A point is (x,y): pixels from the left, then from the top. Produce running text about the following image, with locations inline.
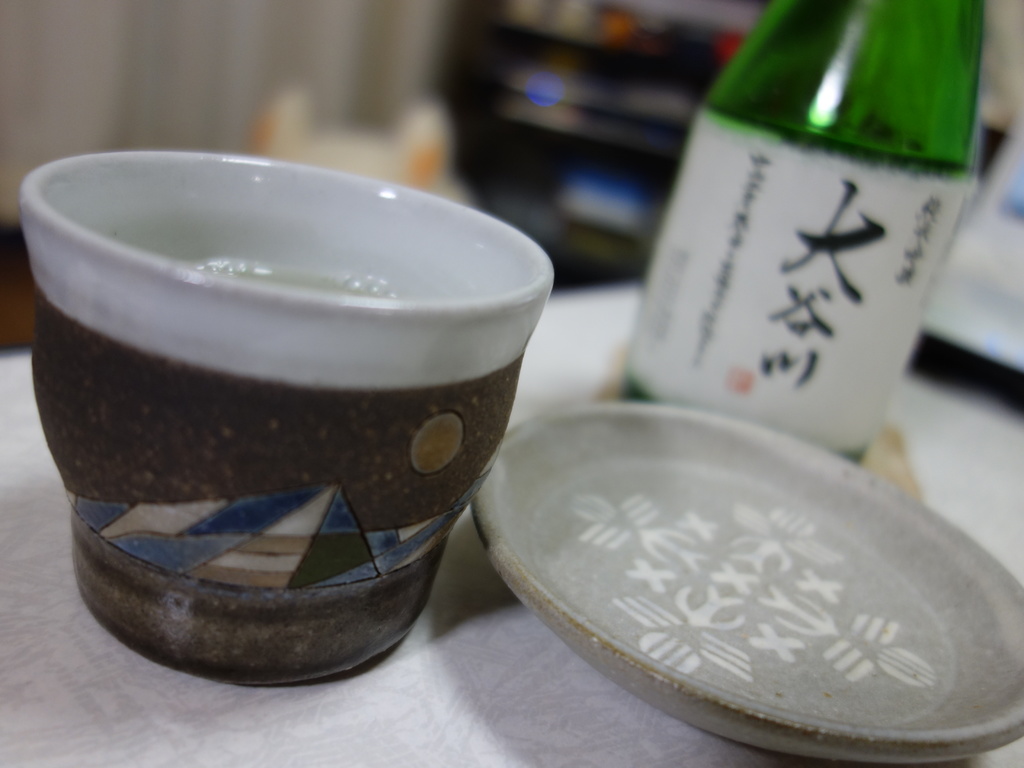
In this picture there is a cup (463,244), saucer (705,547) and wine bottle (918,308) and the background (43,62) is a curtain (373,30) there is a table (1,408).
